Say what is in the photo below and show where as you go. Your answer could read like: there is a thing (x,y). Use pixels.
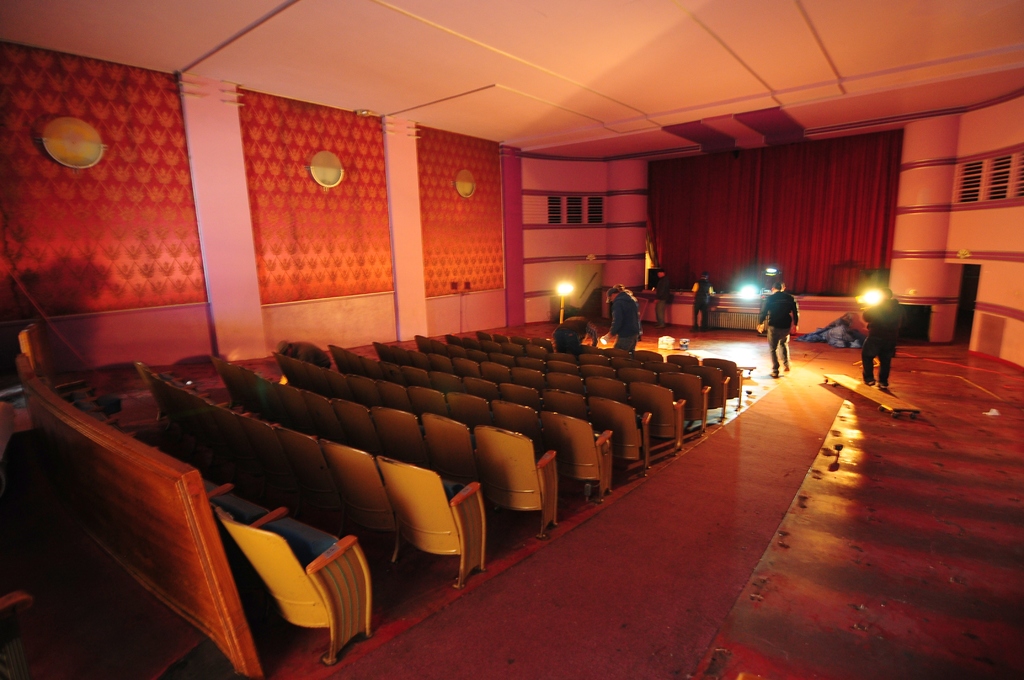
In this image there is a big hall (115,221) with so many chairs (582,359) and stage (719,298) where people (704,302) are standing we can also see there are some lights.
